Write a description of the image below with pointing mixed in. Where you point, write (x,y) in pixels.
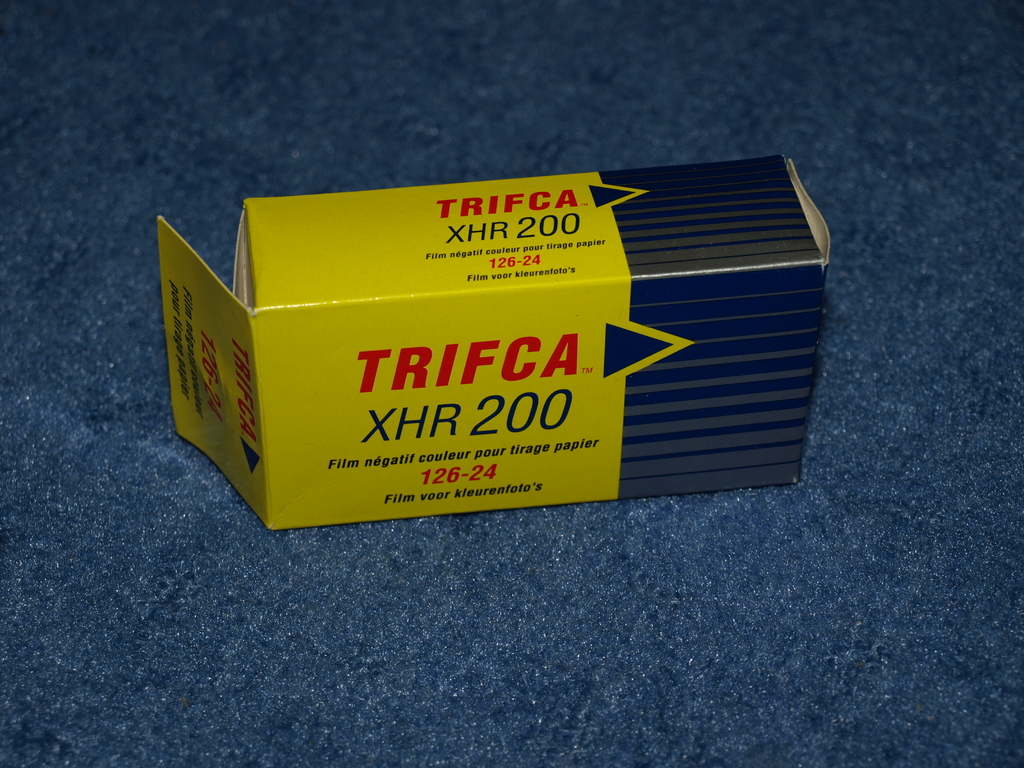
In this image we can see a box (550,358) with some text (472,494) and numbers (205,343) on it, which is on the blue colored surface (116,235).
